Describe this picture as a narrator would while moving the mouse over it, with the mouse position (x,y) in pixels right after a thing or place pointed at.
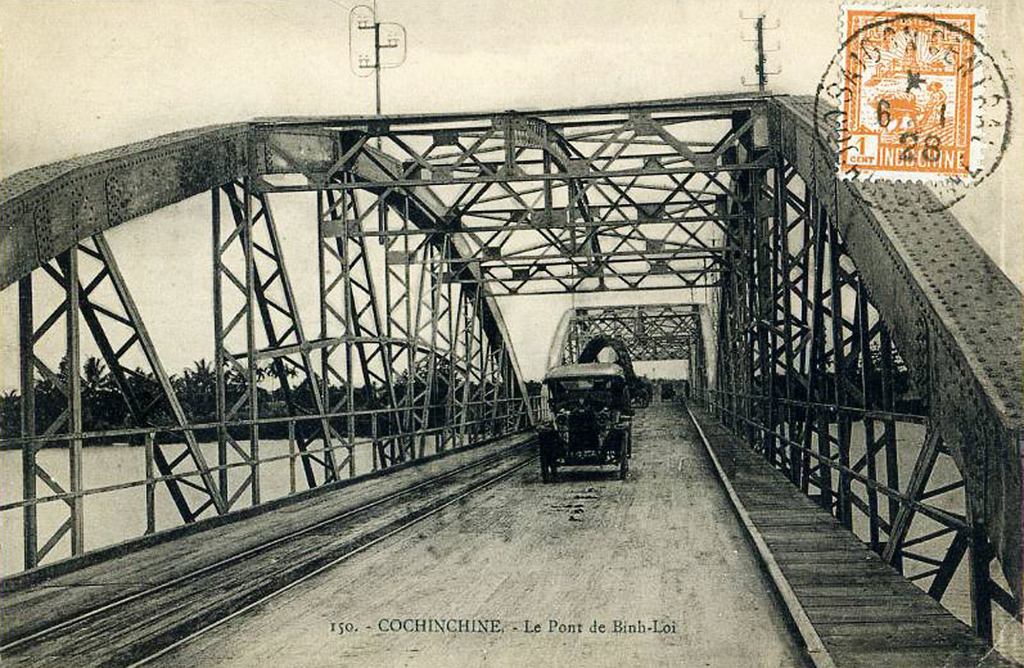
This is a black and white image, in this image there is a bridge (703,277), on that bridge (557,589) there is a car (585,454), in the middle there is some text (406,632), in the top right (920,141) there is a stamp (890,34), in the background (360,436) there are trees (187,402), under the bridge (185,504) there is water (167,502).
